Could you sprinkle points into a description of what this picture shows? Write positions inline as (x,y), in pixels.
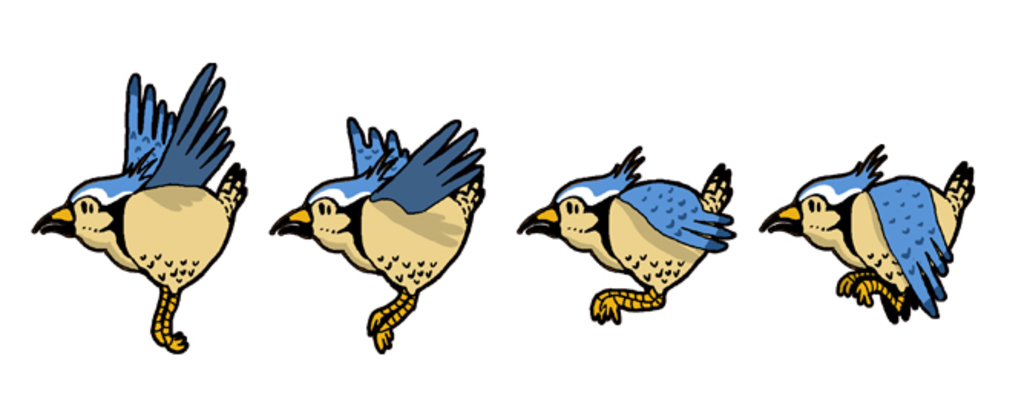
In this image, we can see a sketch (556,230) of some birds (422,246).
